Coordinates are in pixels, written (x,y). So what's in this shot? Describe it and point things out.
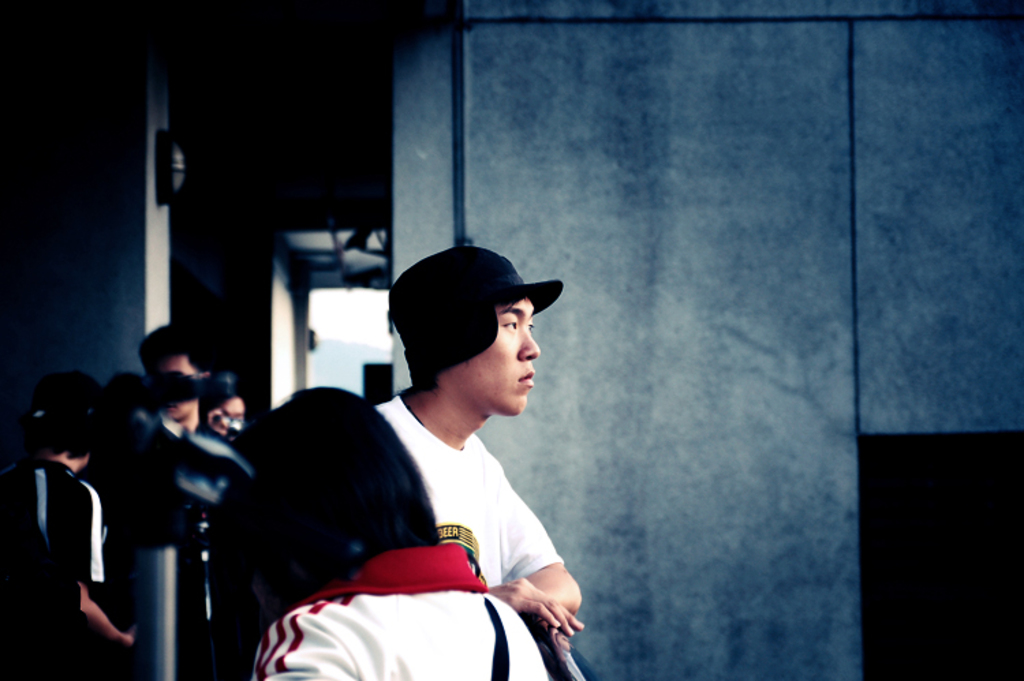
In this image we can see the people (475,660) and also the wall (625,164). We can also see a rod (164,595).
